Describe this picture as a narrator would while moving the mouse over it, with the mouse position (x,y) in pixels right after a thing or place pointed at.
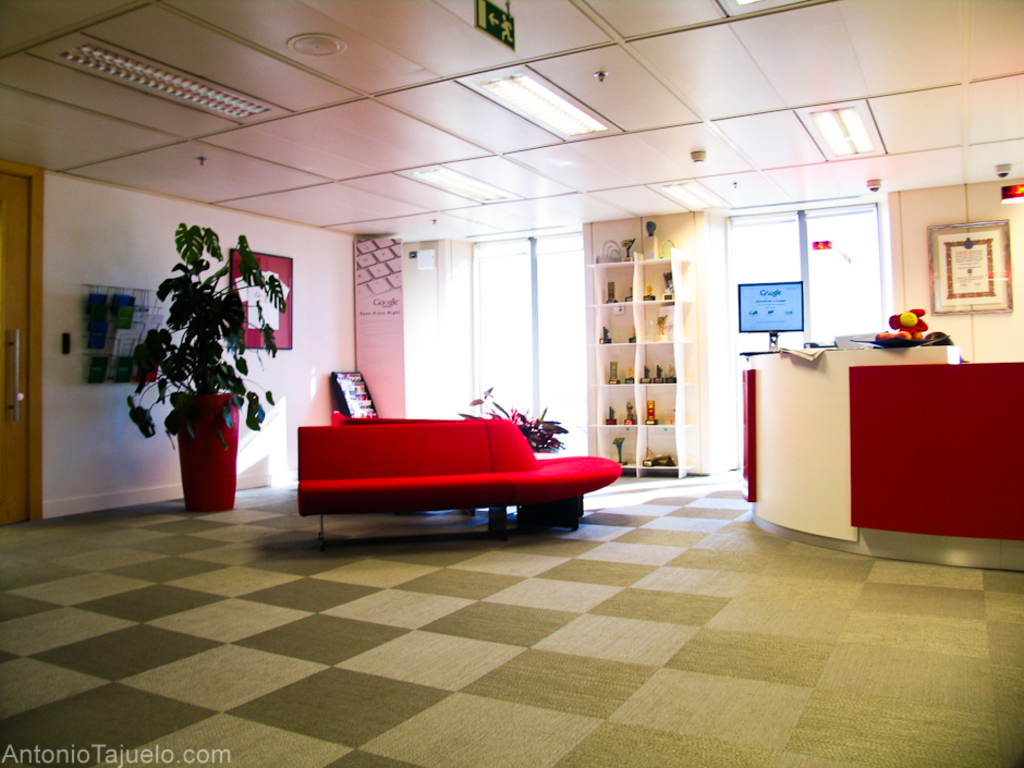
As we can see in the image there is a red colour sofa (387,475) and behind it there is a red colour pot (219,447) on which there is a plant (198,302) and on the top (129,65) there is a tubelight (165,86) and on the wall (294,286) there is a notice board (246,303) on which papers (265,306) are sticked and at the opposite there is a reception (811,389) on which a monitor (768,317) is placed and on the other side of the monitor (778,309) there is a wardrobe (603,282) on which medals (611,413) and trophies (665,378) are kept.
